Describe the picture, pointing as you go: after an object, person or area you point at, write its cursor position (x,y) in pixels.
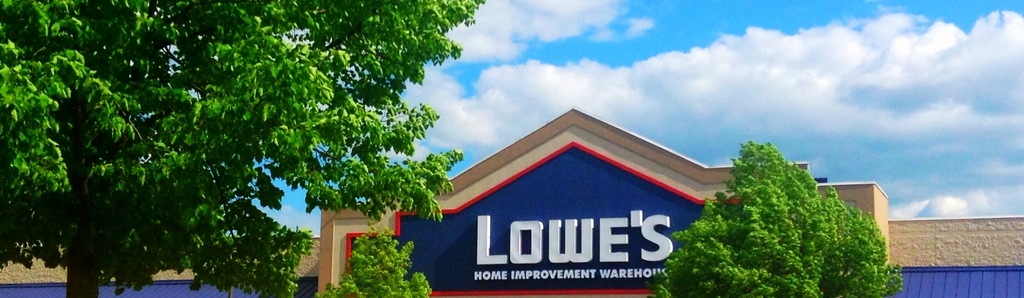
In this picture we can see a building (147,297) with a name (533,245) on it, trees (389,263) and in the background (618,51) we can see the sky (725,59) with clouds (714,83).
